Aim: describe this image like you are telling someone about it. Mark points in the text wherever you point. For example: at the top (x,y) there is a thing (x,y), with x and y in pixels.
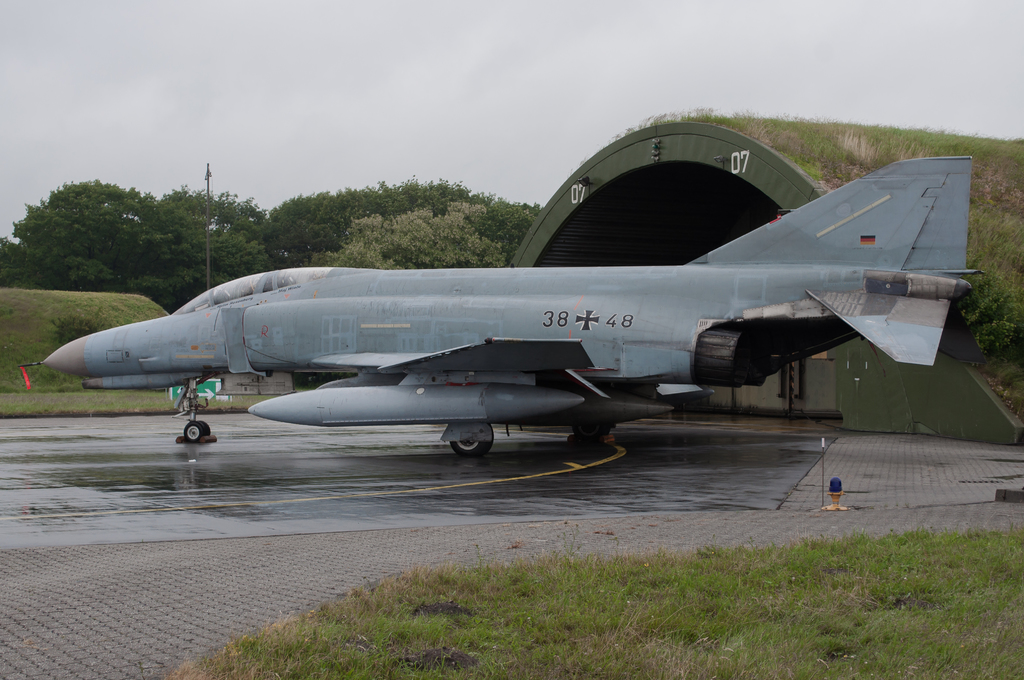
In the image there is a flight (432,328) on the ground (496,438). At the bottom of the image (799,621) on the ground (633,431) there is grass (902,590). Behind the flight (505,333) there is an arch shaped shed (885,158) with grass (1002,222) on it. In the background (371,204) there are trees (188,238) and also there is a pole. At the top of the image (367,98) there is sky (377,92).
